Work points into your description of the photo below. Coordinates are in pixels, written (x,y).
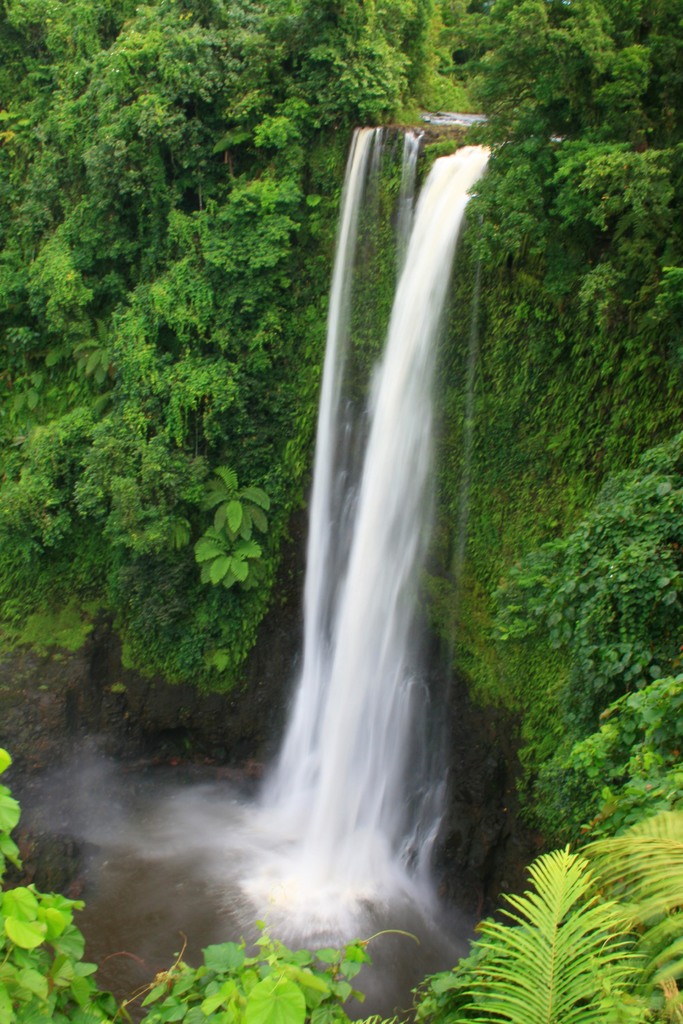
In the image there is a water fall (346,485), around the waterfall (329,442) there are plants (204,315) and trees (315,315).
